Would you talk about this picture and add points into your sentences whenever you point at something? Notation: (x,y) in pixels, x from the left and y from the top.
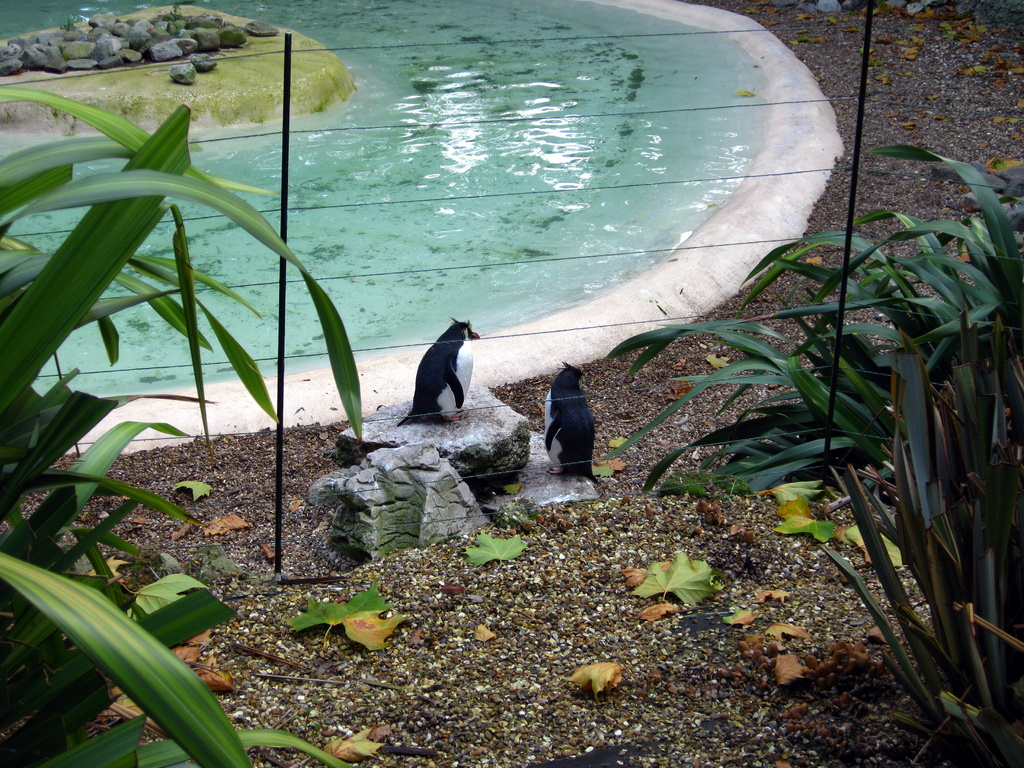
On the left side (92,542), there are plants (99,679) on the ground (105,712) on which there are leaves (810,525). On the right side (946,579), there are plants (985,651) on the ground (933,748). In the background (685,17), there is a fencing (848,245), there are sea animals (549,407) on the rocks (514,414), there is water pond (453,206) in which there is a slab (296,86) on which, there are stones (245,29).
